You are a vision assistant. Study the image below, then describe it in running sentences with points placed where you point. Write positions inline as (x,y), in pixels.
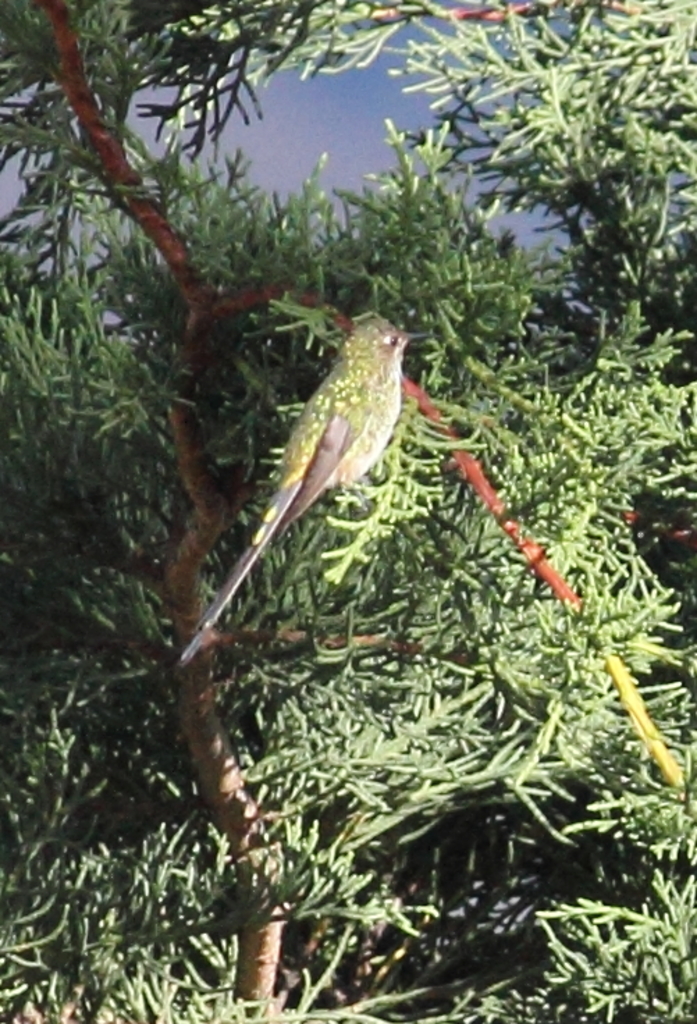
In the center of the image (332,393), we can see a bird (332,393) and in the background (415,563), there are trees (367,531) and there is sky (322,111).
